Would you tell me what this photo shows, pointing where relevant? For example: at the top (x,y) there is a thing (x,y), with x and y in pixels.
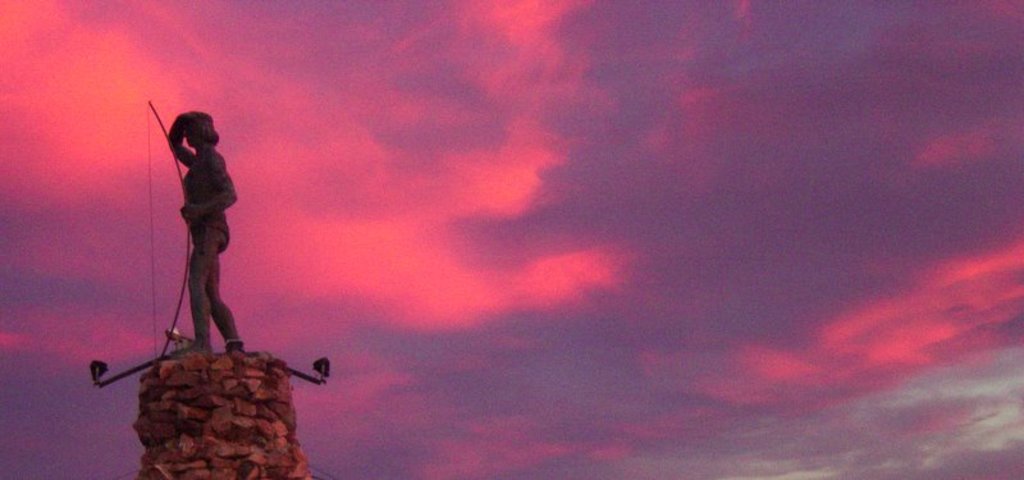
In this image I can see the statue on the rock (278,423). Background (837,134) is in pink, purple and white color.
